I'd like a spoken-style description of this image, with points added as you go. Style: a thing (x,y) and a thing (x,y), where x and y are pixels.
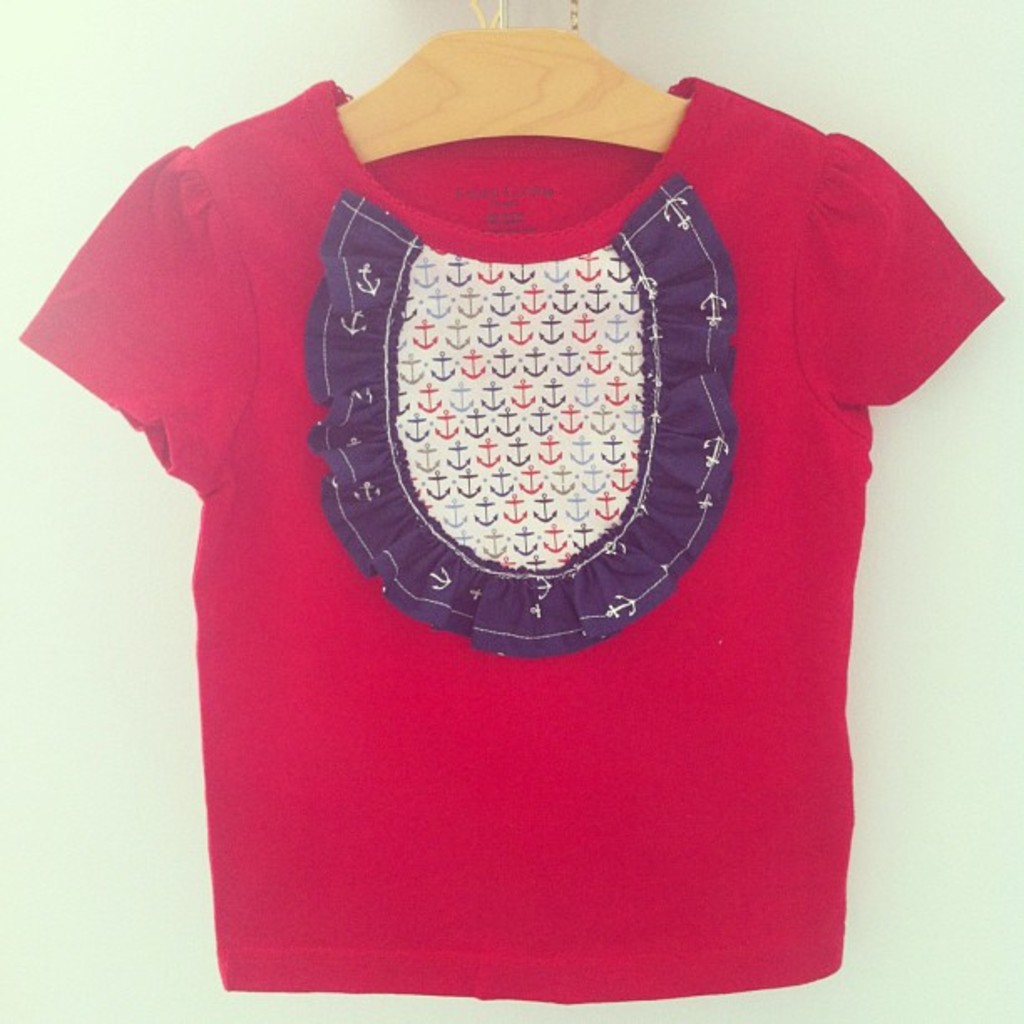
In this image I can see a red colour cloth (465,428) on a cream colour hanger (479,136).
